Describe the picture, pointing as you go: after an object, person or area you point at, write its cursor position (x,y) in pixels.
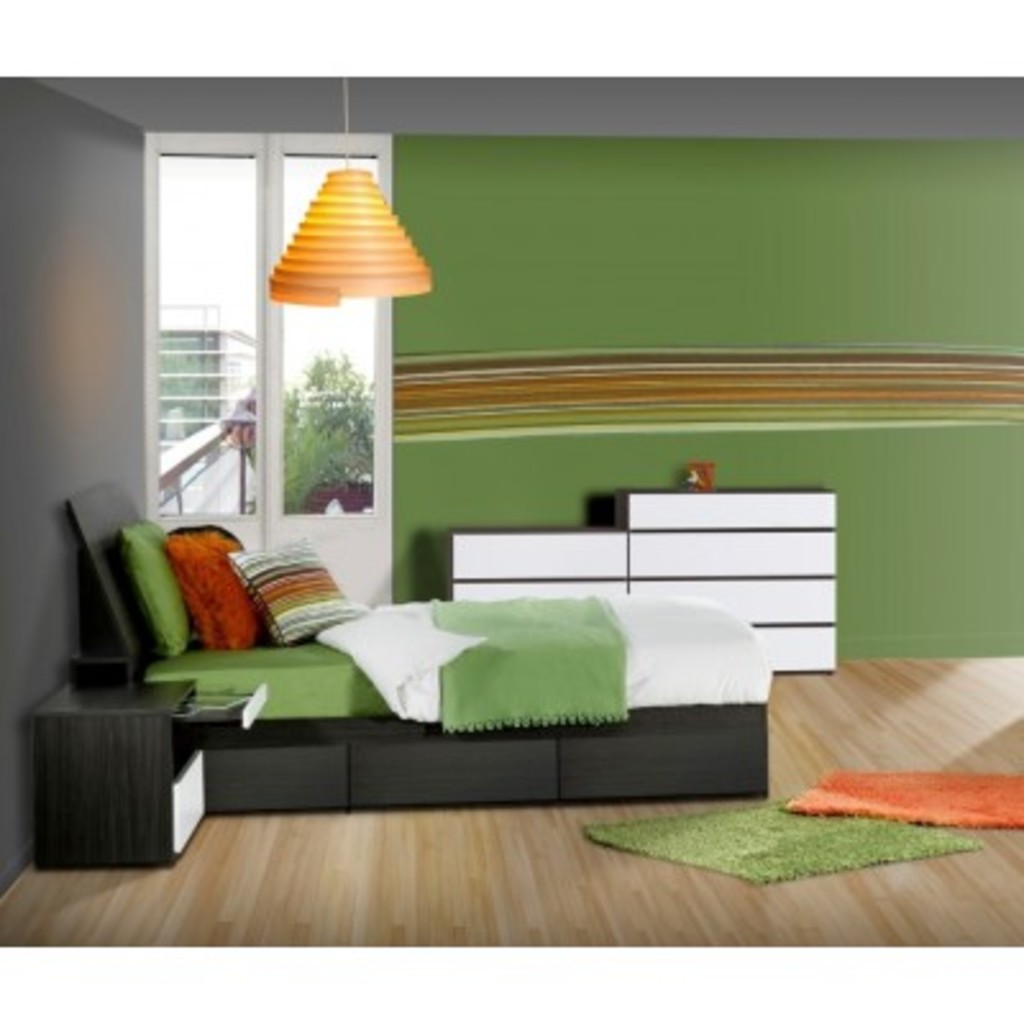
This picture is clicked inside the room (525,636). At the bottom of the picture (466,855), we see the wooden floor (549,892) and the door mats (754,846) in green and orange color. Beside that, we see the bed (349,732) and the pillows (283,576). We even see the blankets (332,635) in white and green color. On the left side (169,709), we see a cupboard (102,792) and a grey wall (41,382). On the right side (824,461), we see a green wall (730,451) and a cupboard (772,596). In the background (327,398), we see a glass door (280,421) or the glass windows (310,510) from which we can see the trees (327,445) and buildings (218,398). At the top (296,242), we see the lantern (331,274) and the roof (313,119) of the building (624,128).
